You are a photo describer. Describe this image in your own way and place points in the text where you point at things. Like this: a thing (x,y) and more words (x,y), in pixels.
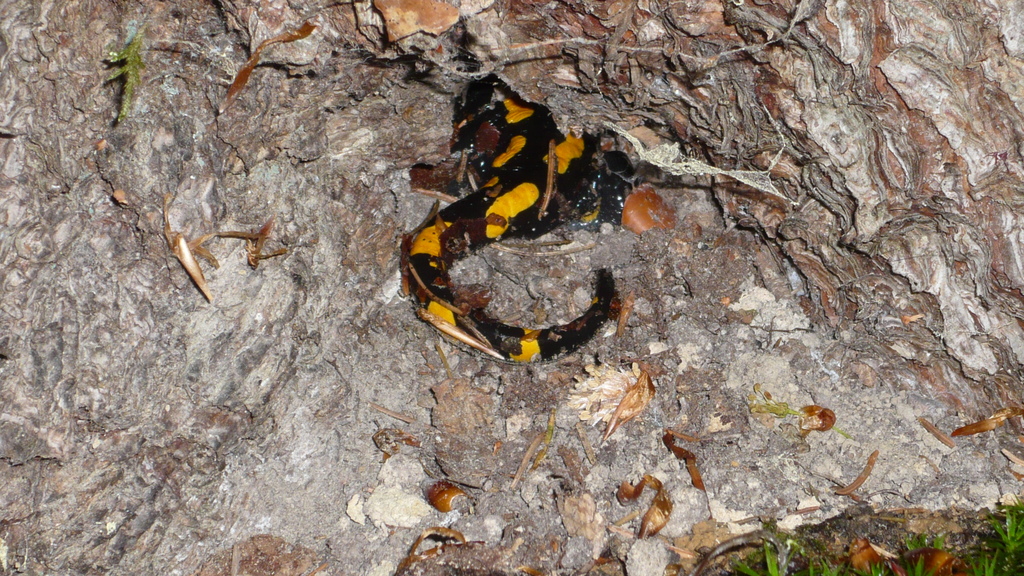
In this image I can see a rock (772,186) and animal (509,207) which is in yellow and black color. I can see a green grass (997,541).
